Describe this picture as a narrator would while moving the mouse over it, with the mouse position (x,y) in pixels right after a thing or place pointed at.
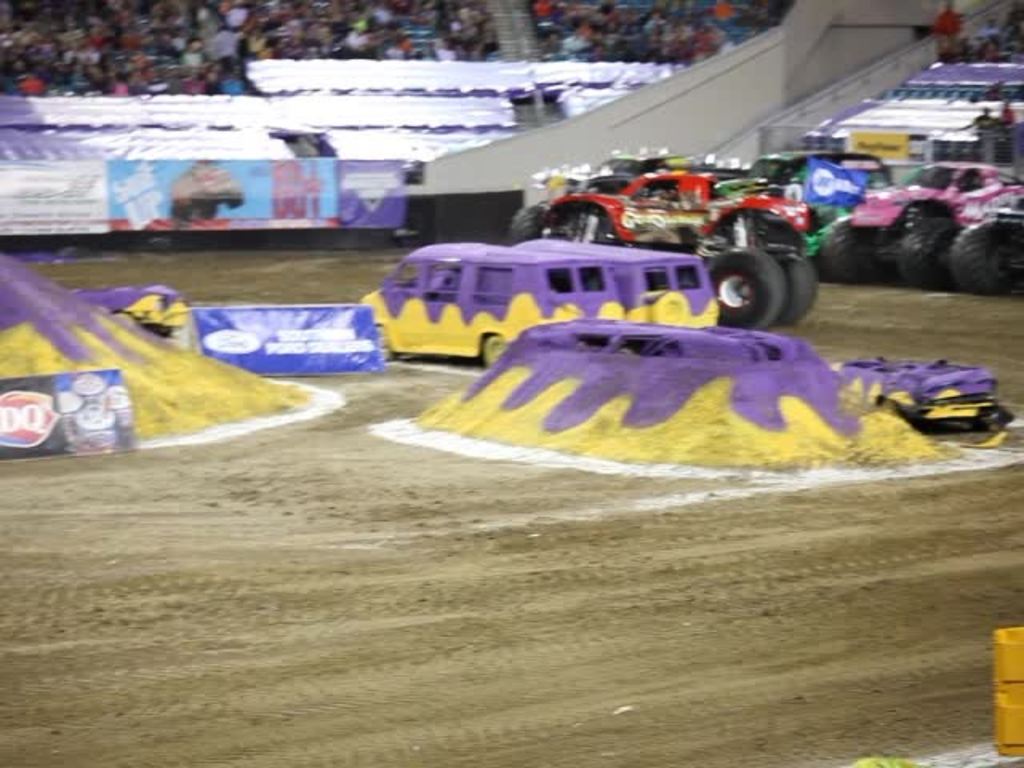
In the image we can see there are vehicle (605,187) parked on the ground (624,481) and the ground (361,520) is covered with mud (669,516). In between there are small hills (642,367) which are painted with colours. Behind there are spectators (99,61) watching the event.
